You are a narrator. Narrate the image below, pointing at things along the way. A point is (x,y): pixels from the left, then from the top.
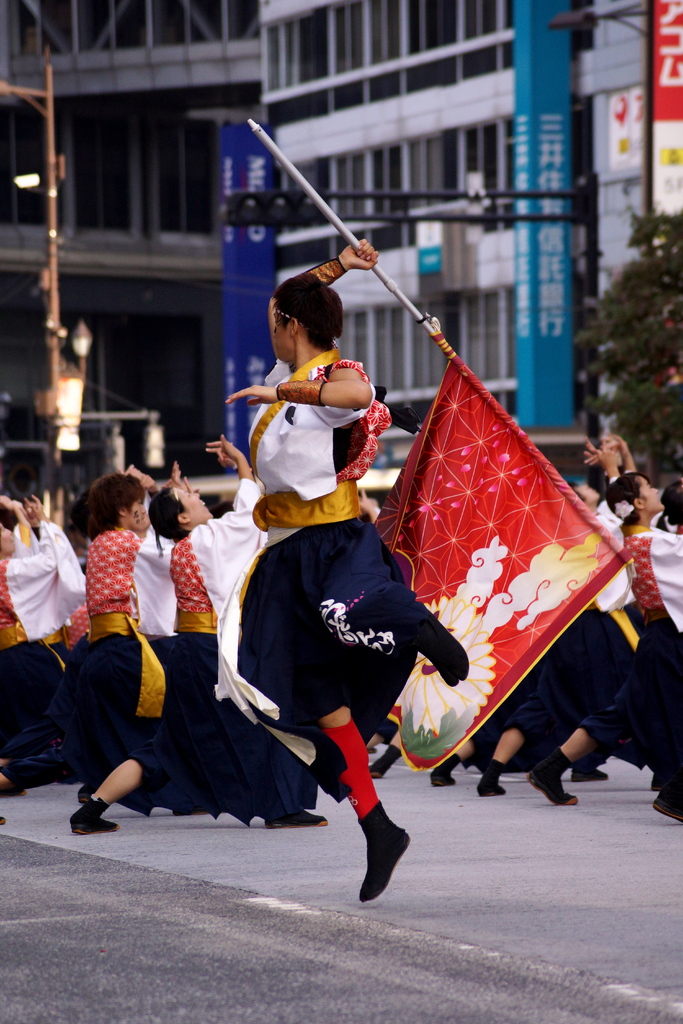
In this picture there is a man (357,542) in the center of the image (324,492), by holding a flag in his hand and there are other people (38,585) behind him, they all are wearing same costumes (289,449) and there are buildings (471,143), posters (675,169), a tree (677,227) and a lamp pole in the background area of the image (682,237).
